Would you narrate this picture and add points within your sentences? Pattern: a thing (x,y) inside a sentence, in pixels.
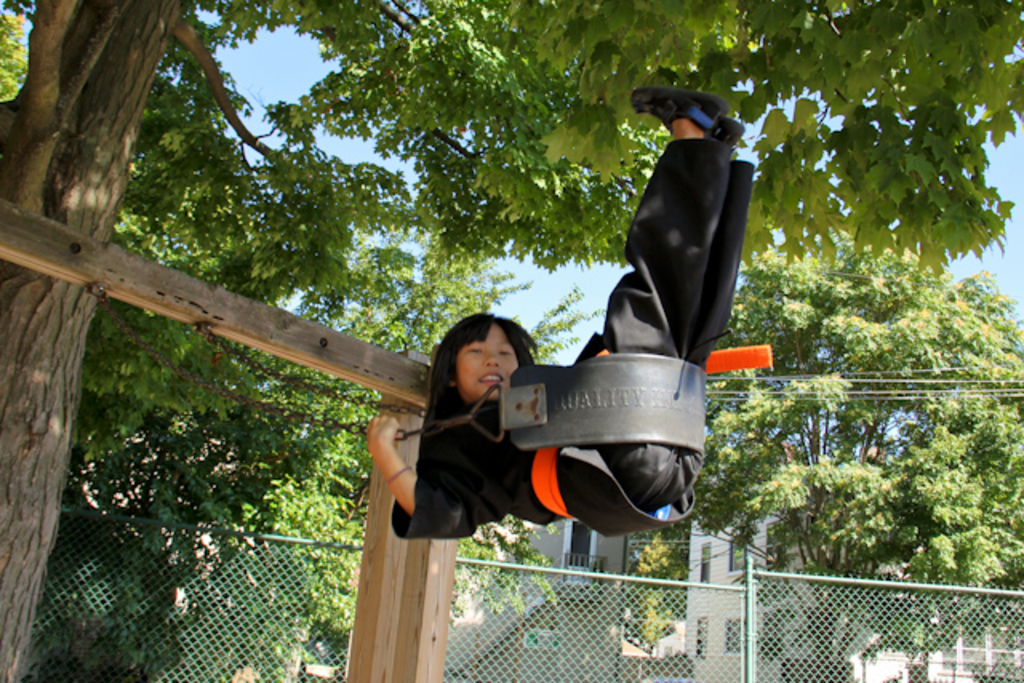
In this picture, there is a girl (446,487) swinging. She is wearing black clothes (607,455). This swing (560,436) is attached to the wooden poles (418,626). At the bottom (127,609), there is a fence (751,661). In the background (375,338), there are trees (765,326) and sky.
